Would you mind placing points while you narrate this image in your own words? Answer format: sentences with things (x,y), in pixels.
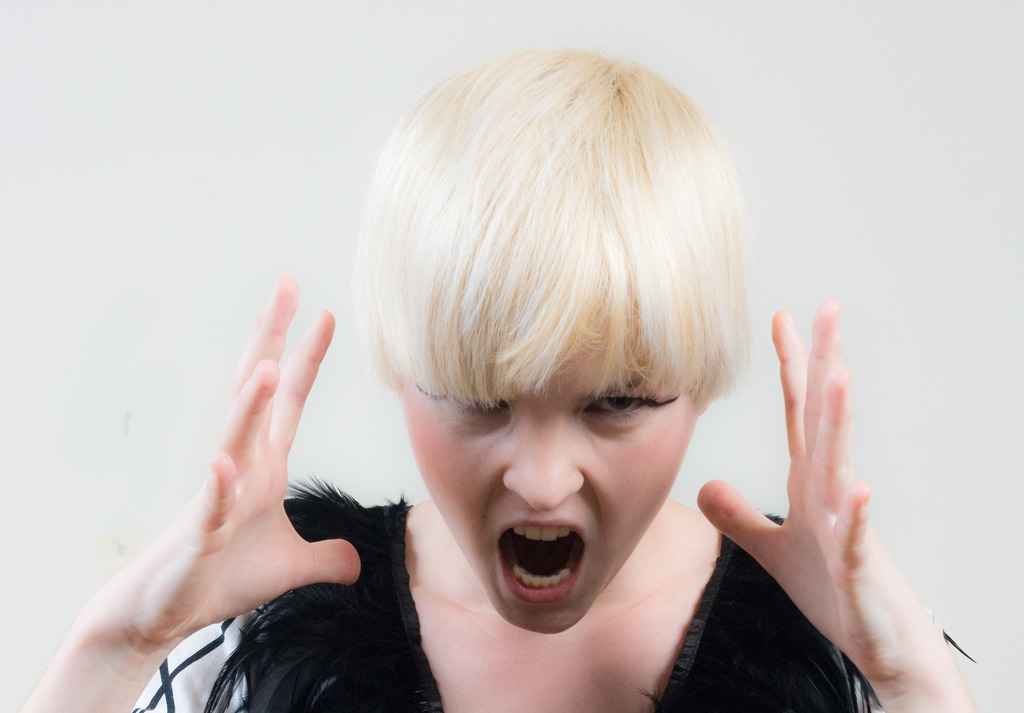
In the middle of the image (437,292) a woman (253,661) is standing and shouting. Behind her there is wall (504,13).
